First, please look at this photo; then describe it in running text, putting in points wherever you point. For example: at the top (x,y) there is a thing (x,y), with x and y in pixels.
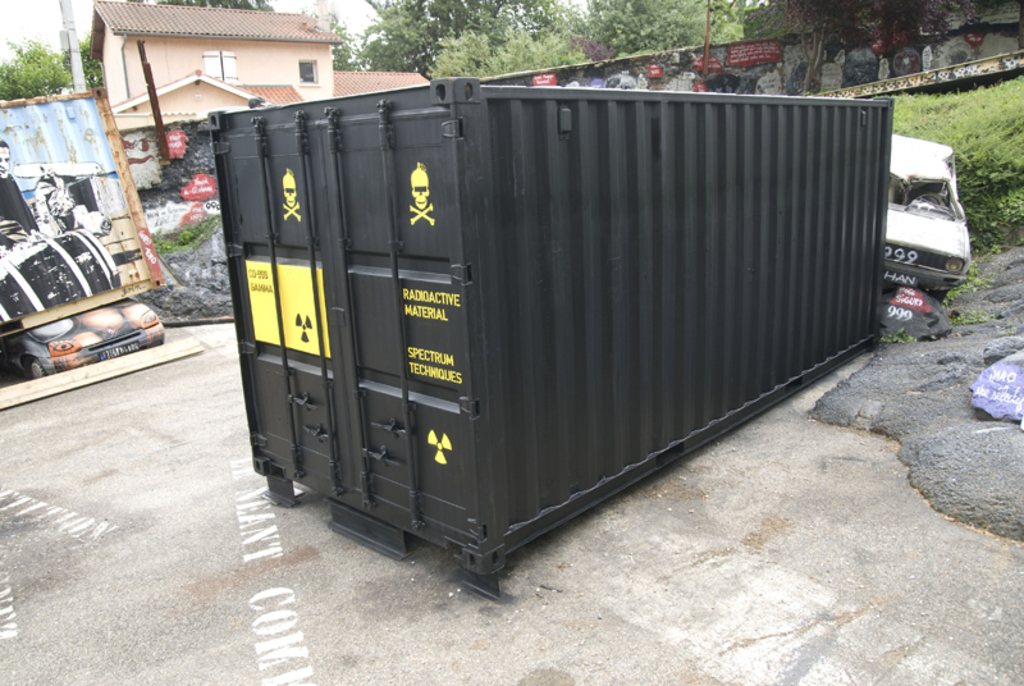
Here we can see a container (879,249) and a vehicle (937,244). There are plants (914,116), trees (571,25), houses (244,51), board (123,210), wall (163,203), and poles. In the background (10,26) there is sky (23,7).
